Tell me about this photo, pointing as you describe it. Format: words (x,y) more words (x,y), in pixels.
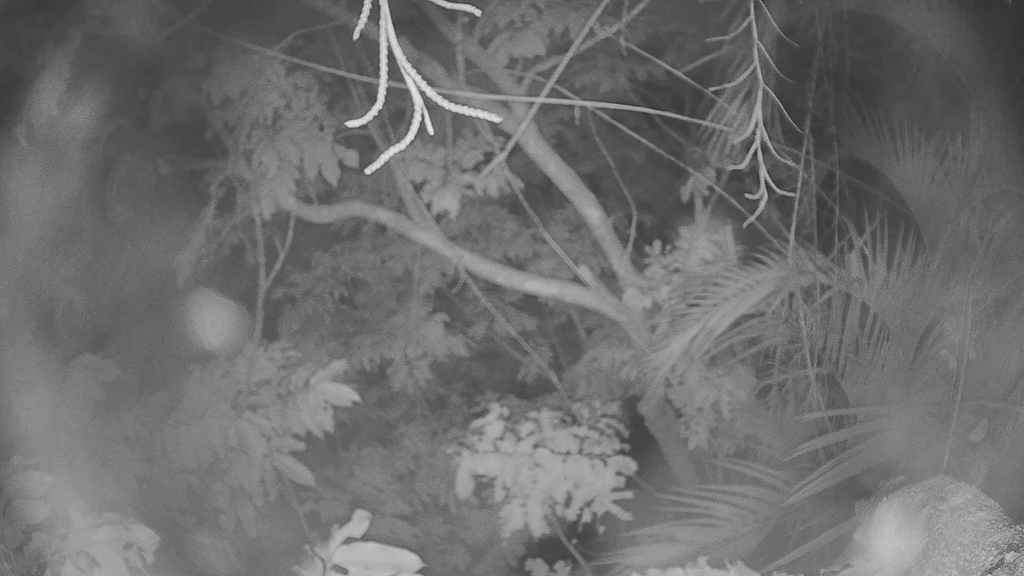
In this image I can see tree branches (464,116) and leaves (398,242). I can also see this image is black and white in colour.
